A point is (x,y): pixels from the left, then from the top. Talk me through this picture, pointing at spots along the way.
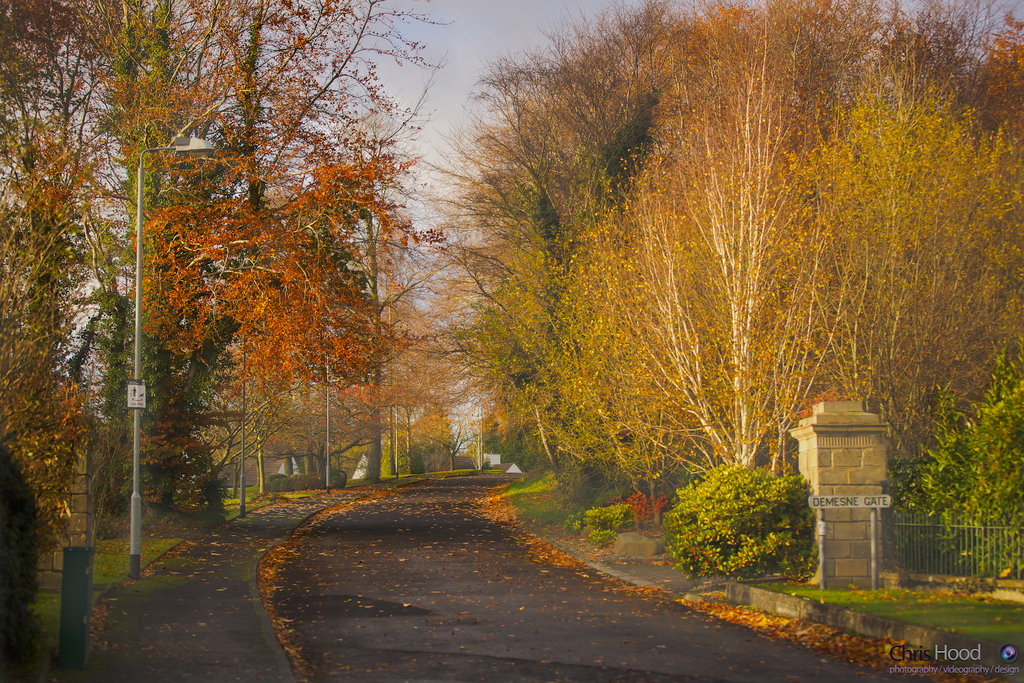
In this image, we can see trees (635,174), plants (767,481), poles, boards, pillars (838,492) and a gate (943,540). At the bottom (394,555), there is a road (441,612). At the top (423,104), there is sky (435,44).
